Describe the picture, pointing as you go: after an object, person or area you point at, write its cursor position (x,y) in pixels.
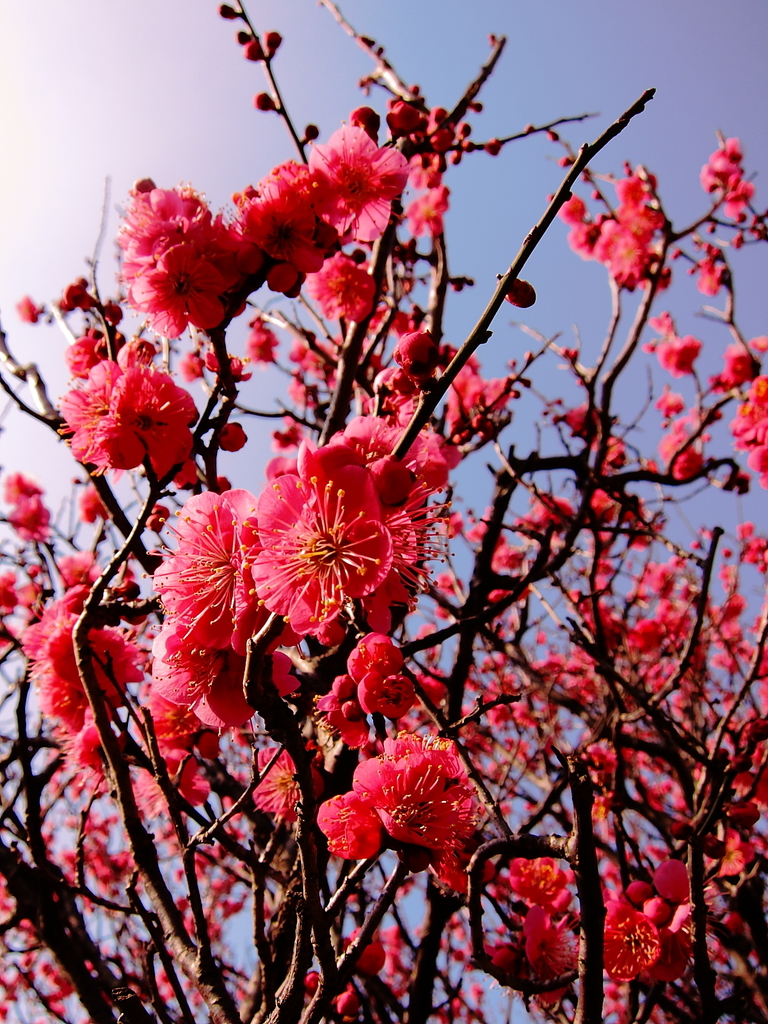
In this image, we can see some flowers (352,839) on the blue background.
